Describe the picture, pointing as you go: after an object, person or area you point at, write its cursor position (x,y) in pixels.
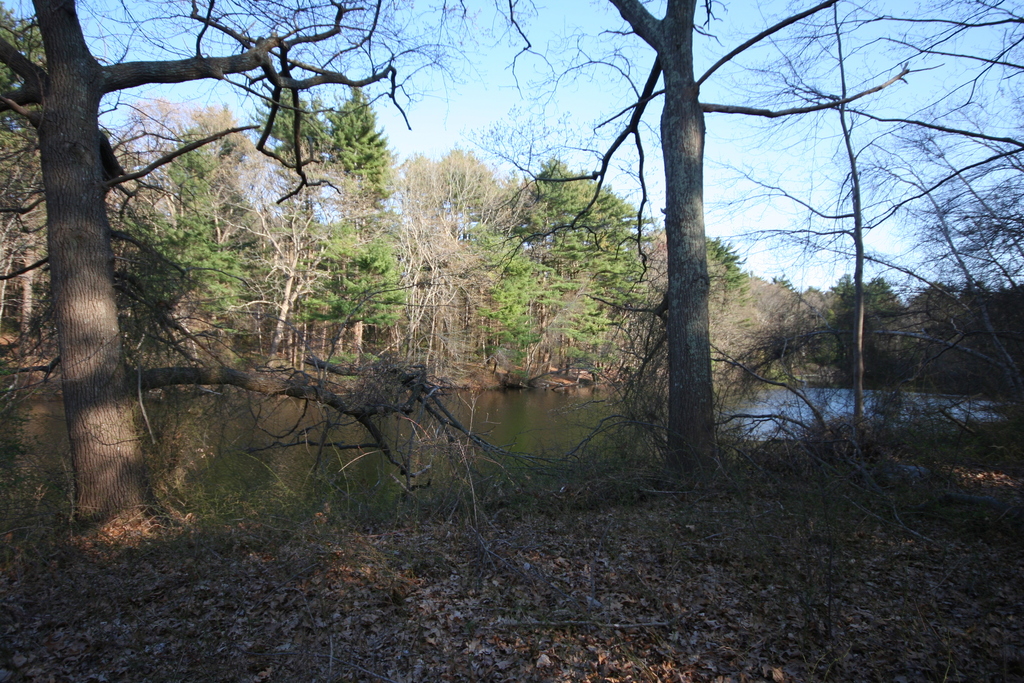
In the picture we can see a path (751,618) with full of dried leaves (579,641) and two dried trees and behind it, we can see water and far away from it, we can see, full of trees (21,155) some are dried and behind it we can see a sky (411,140).
